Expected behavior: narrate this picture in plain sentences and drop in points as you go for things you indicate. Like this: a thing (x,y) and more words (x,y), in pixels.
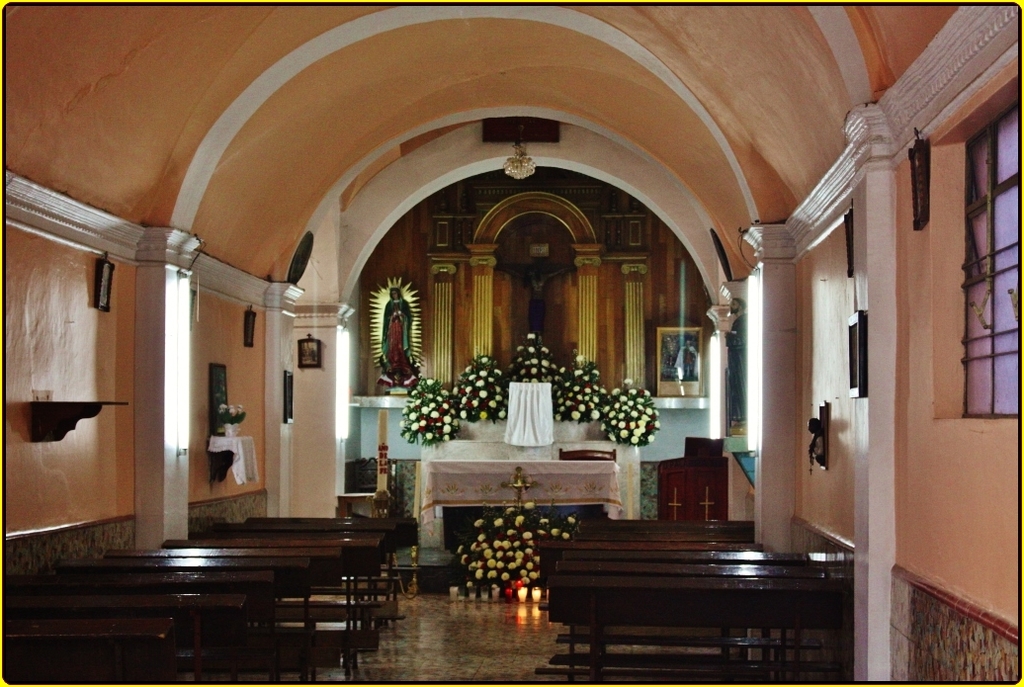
In this picture we can see benches (236,594), floor (517,604) and window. In the background of the image (253,451) we can see flower bouquets (494,575), clothes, candles (539,588), statues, table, frames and objects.
